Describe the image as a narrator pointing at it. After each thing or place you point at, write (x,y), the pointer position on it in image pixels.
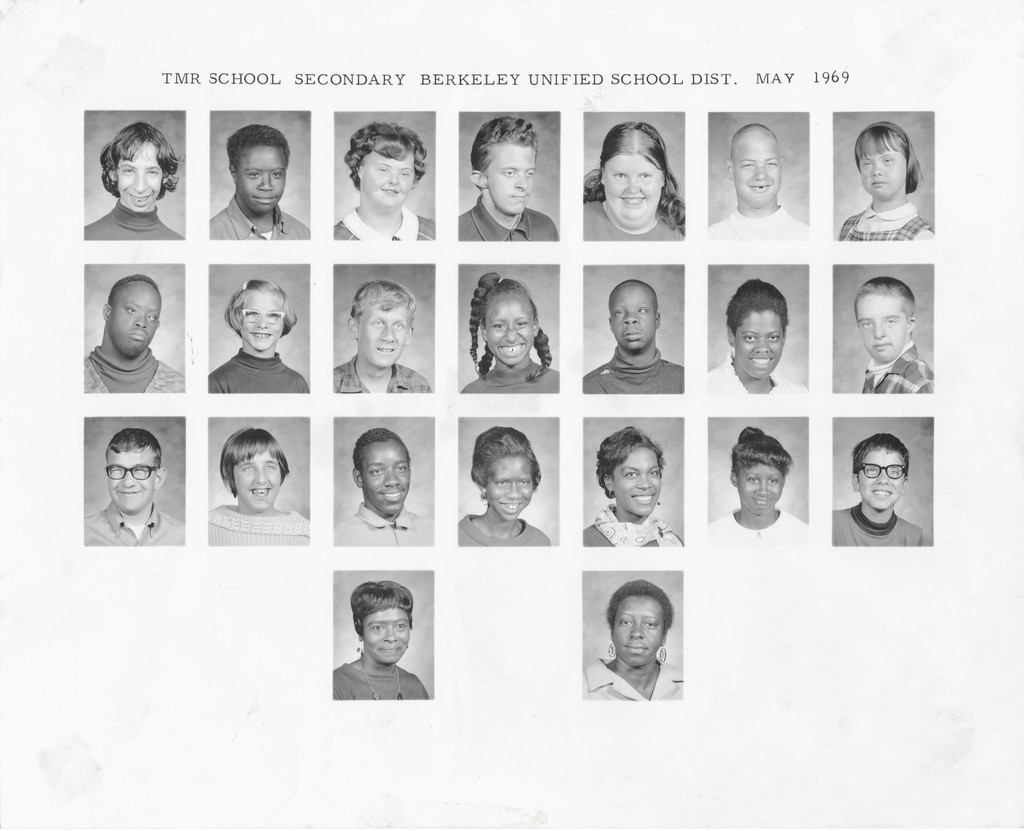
This is a black and white image which includes photographs (99,334) of group of people (669,695) in which some of them are smiling. At the top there is a text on the image.
